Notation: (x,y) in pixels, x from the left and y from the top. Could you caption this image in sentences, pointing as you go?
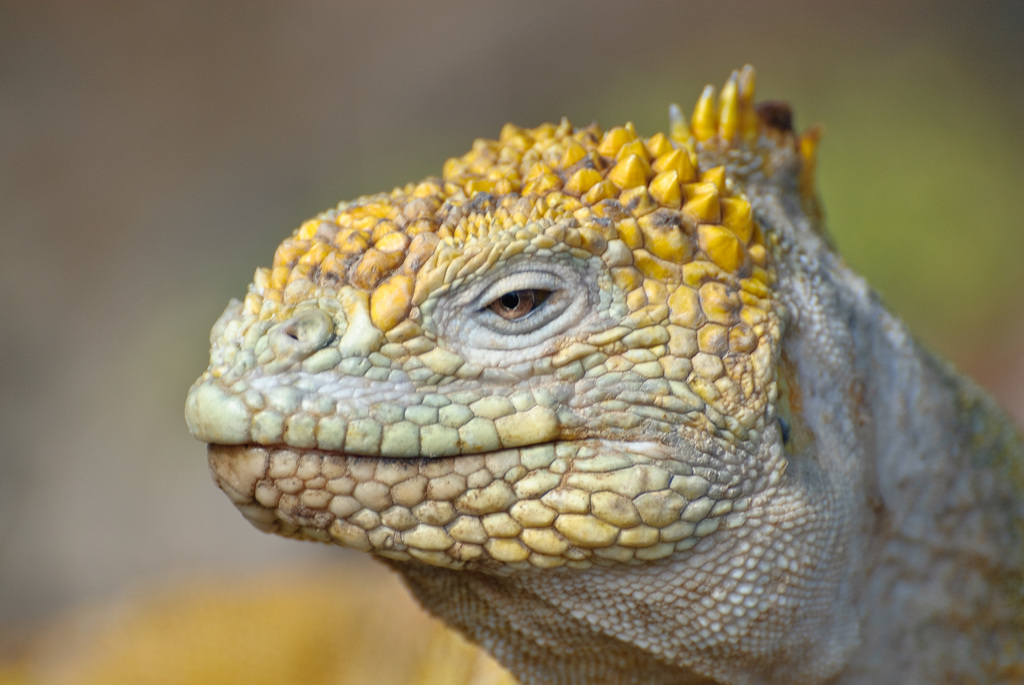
In the picture I can see a reptile (588,470). The background of the image (126,567) is blurred.
